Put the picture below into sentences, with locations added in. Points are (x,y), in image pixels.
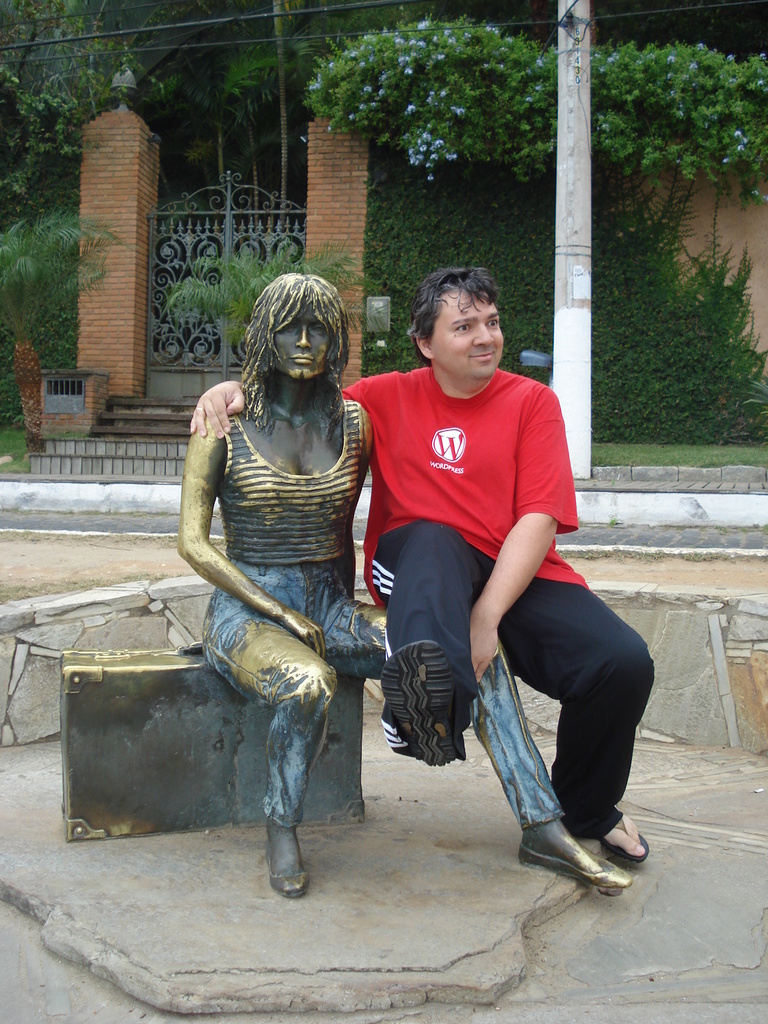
Here in this picture, in the middle (270,541) we can see a statue (248,579) present over the place and beside it we can see a person (449,545) sitting near the statue (342,646) and behind him we can see a iron gate (165,261) and lamp posts (119,69) and plants (532,313) and trees (175,135) present all over there and we can also see a pole (557,187) present on the ground (599,464) over there.
